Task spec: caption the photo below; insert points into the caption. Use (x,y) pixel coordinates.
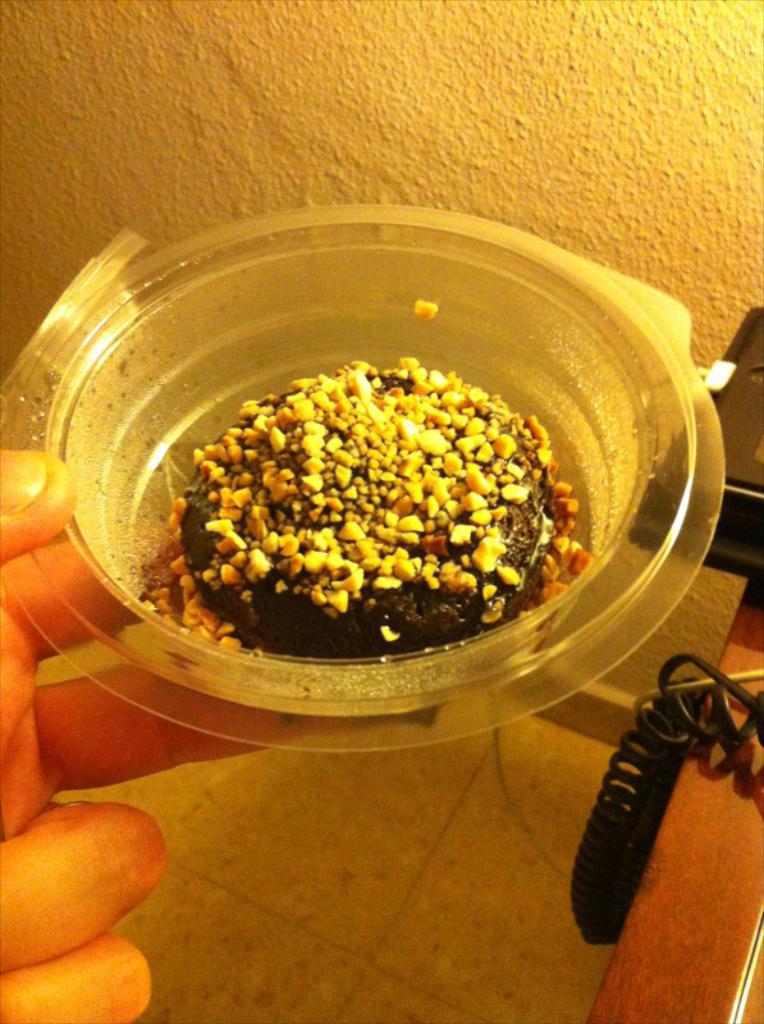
In this image we can see a human hand (25,596) is holding a food item (290,528) in a bowl (620,503). On the right side of the image (664,753), we can see wires (672,728), wooden surface (684,901) and one black color object (751,473). At the bottom of the image (434,893), we can see a floor (363,893). There is a wall (378,119) at the top of the image (213,159).
